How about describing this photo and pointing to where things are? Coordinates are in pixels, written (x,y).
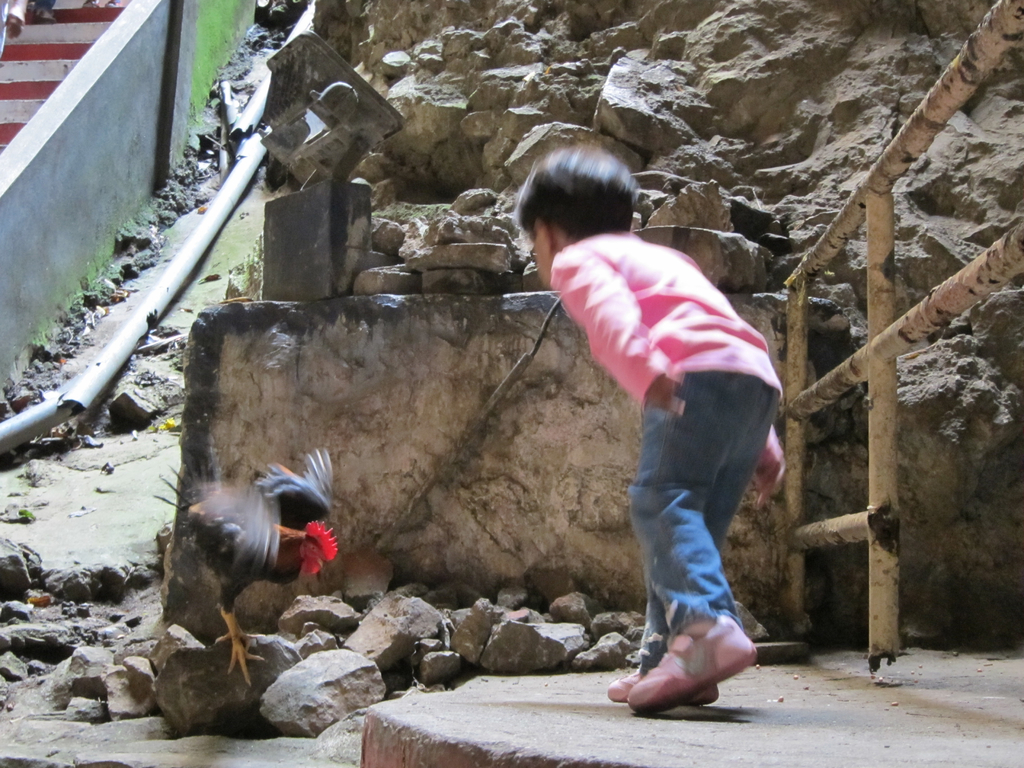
In this image I can see the person (592,279) and the birds (285,555) in black and brown color. I can see the rock (589,146), pipe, wall (100,241) and the railing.
